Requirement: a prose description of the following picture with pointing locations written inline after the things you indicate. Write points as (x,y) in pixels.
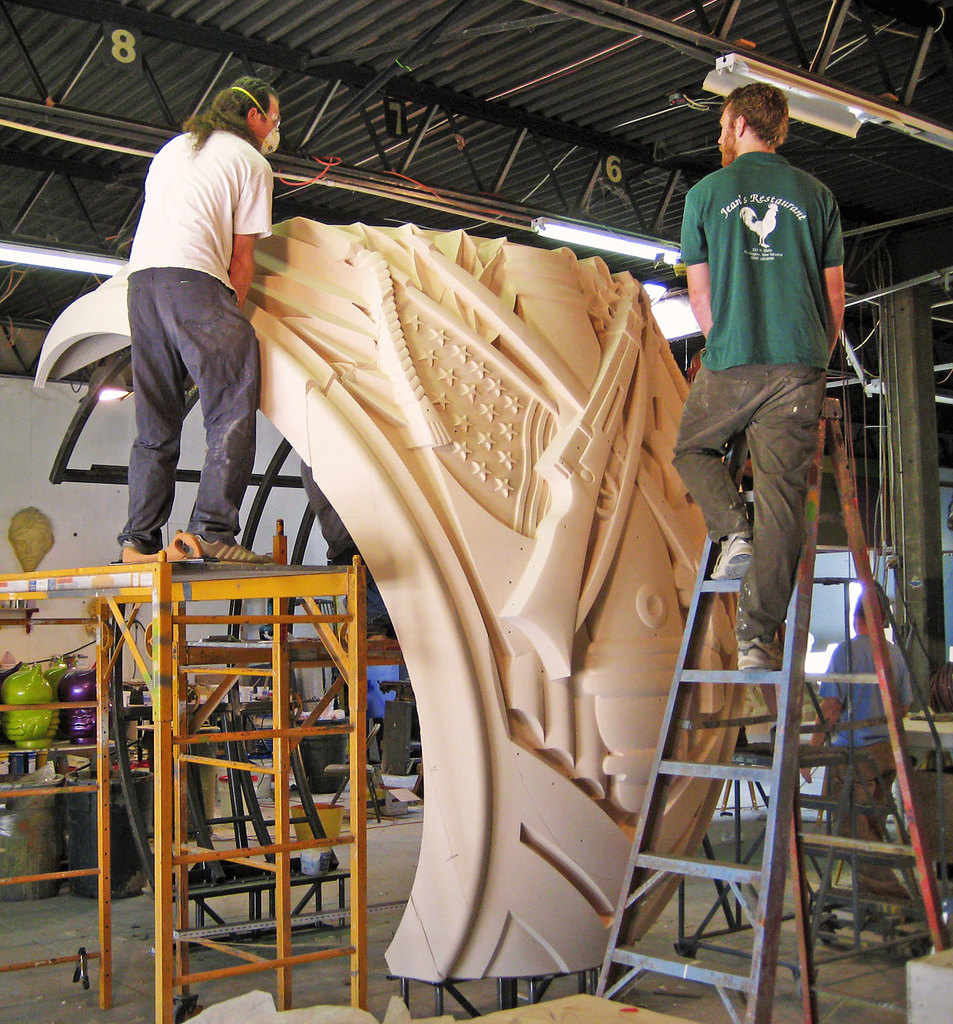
In the picture we can see under the shed (514,160) with two men (750,251) are standing on the scaffold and ladder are holding a huge decorating item (513,548) and behind them, we can see some things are placed on the floor (375,1006) and to the ceiling (533,161) we can see some lights (649,253).
